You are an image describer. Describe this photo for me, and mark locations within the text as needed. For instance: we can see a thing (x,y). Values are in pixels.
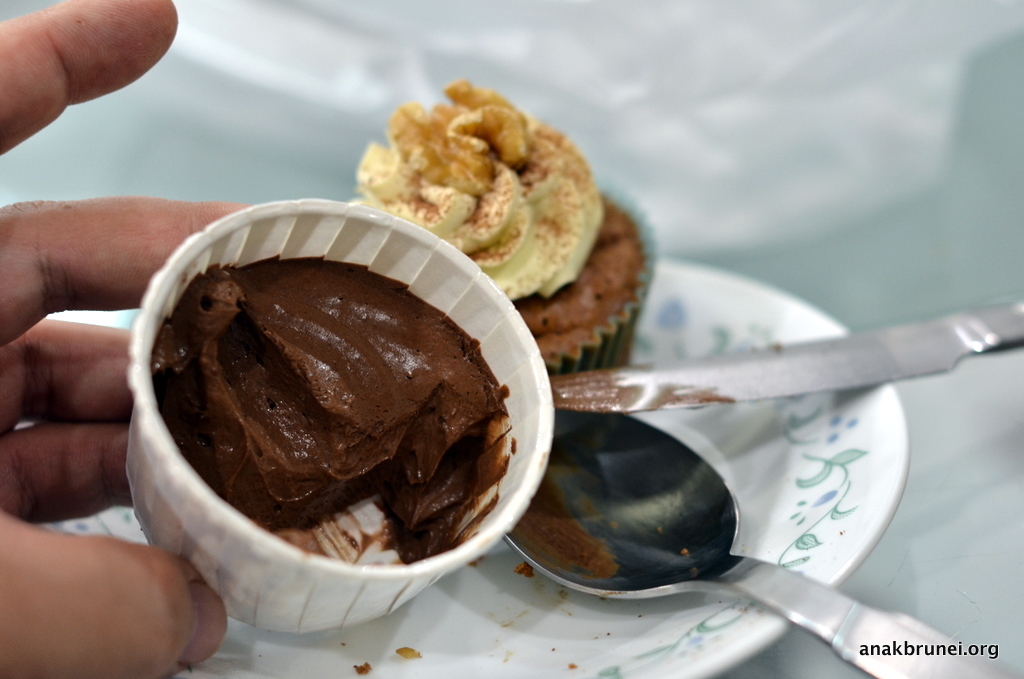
In this picture we can see a muffin (535,258), knife (618,392) and a spoon (703,508) in the plate (746,476), and also we can see a human hand (46,369).
